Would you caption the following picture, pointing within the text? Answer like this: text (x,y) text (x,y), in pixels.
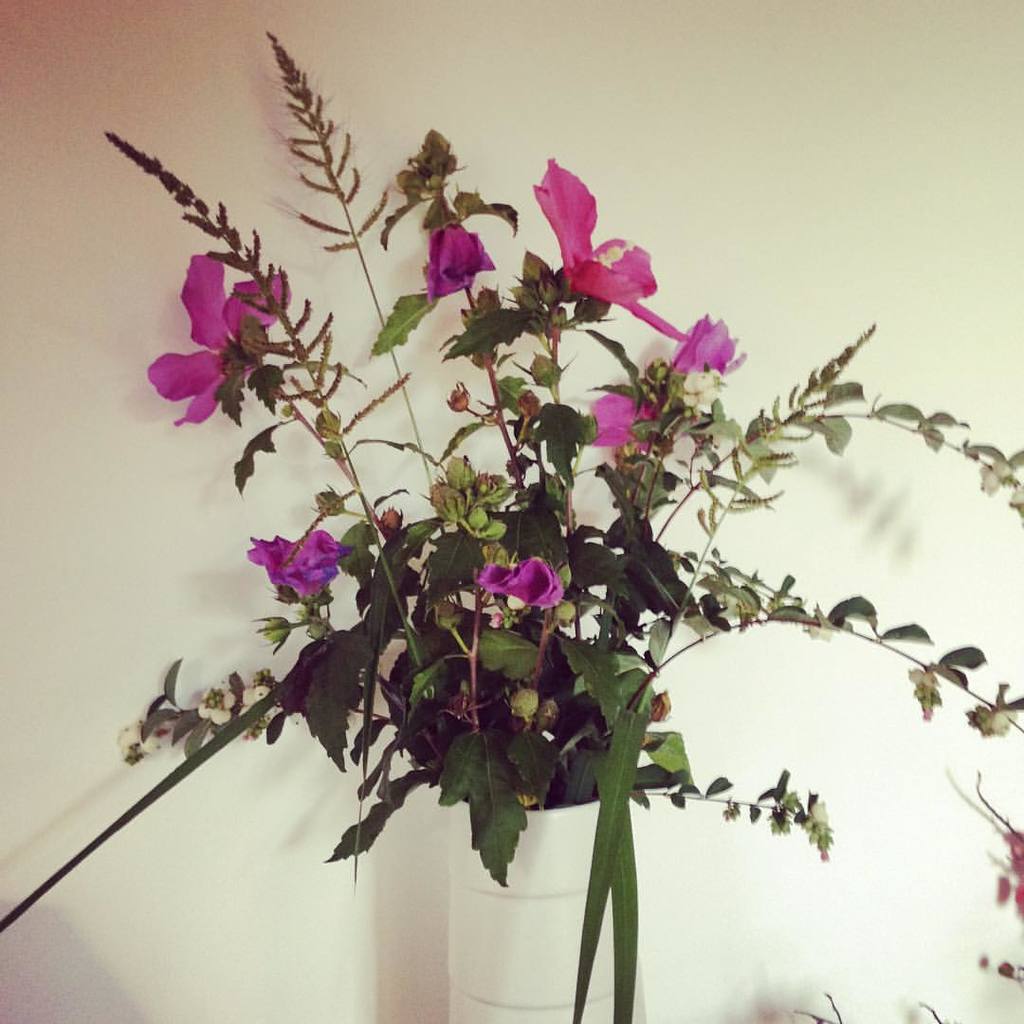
In this image we can see some flowers (287,544), and a house plant (487,598), also we can see the wall (686,76).
